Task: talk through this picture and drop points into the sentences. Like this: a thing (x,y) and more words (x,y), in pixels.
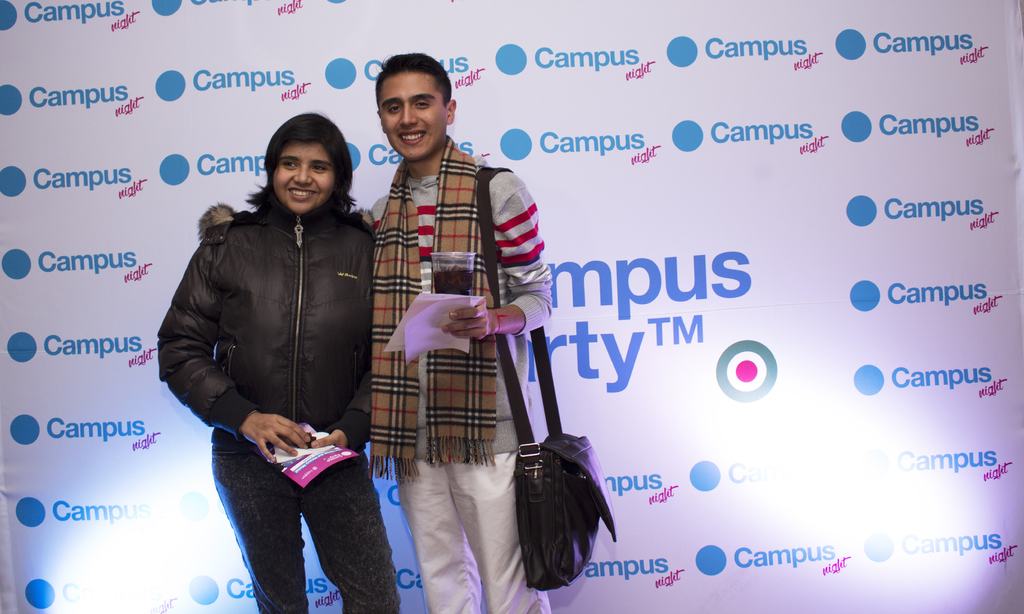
In this picture we can see there are two people (339,379) standing and holding papers (299,460) and behind the people (315,219) there is a board (744,291).
